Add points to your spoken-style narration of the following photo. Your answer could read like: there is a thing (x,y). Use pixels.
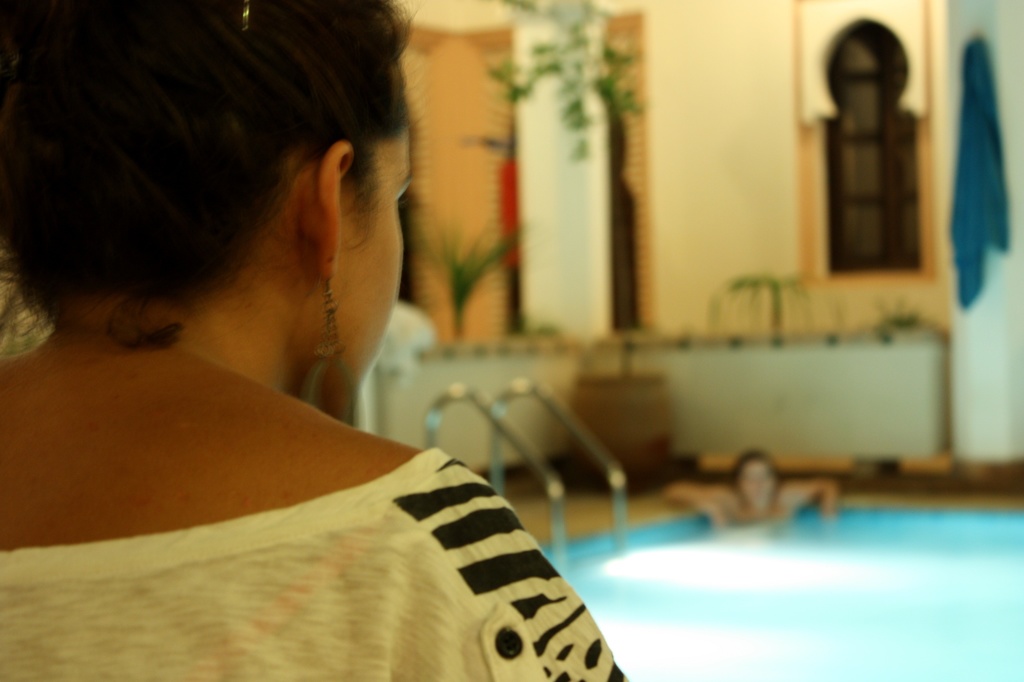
In this image I can see a person (292,590) wearing white and black colored dress (310,613) and in the background (714,648) I can see a swimming pool (714,648), a person (715,509) in the pool (784,603), the wall (721,181), a plant (612,82), a blue colored cloth (971,256) and few other objects (844,265).
